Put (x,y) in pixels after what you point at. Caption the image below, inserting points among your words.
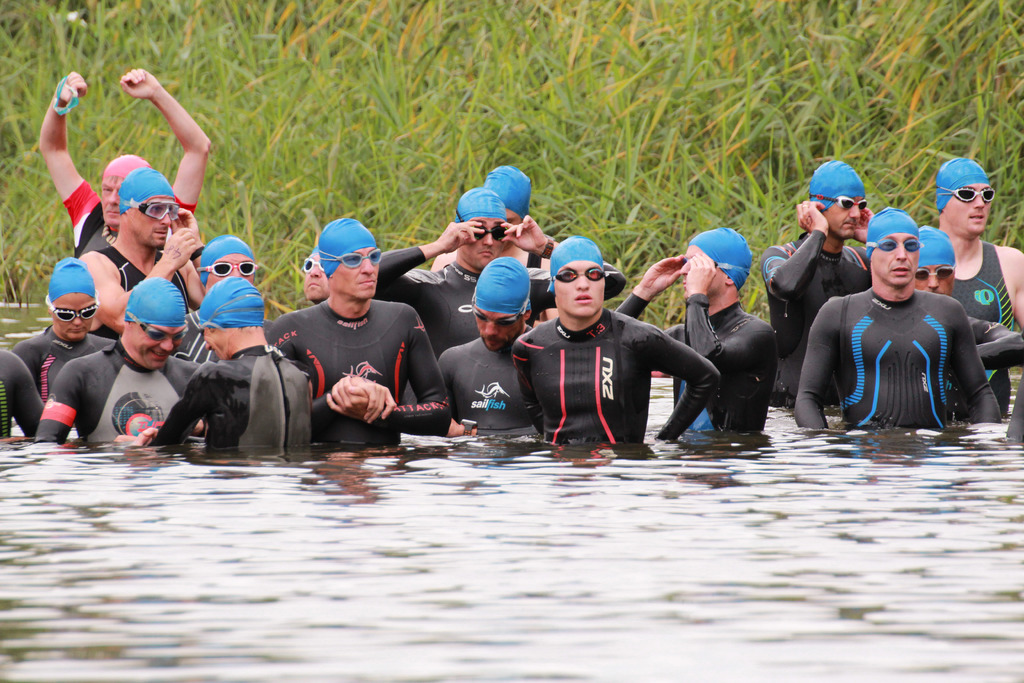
In this picture we can see some group of people (580,290) are in a water (570,512), behind we can see grass (335,138).
